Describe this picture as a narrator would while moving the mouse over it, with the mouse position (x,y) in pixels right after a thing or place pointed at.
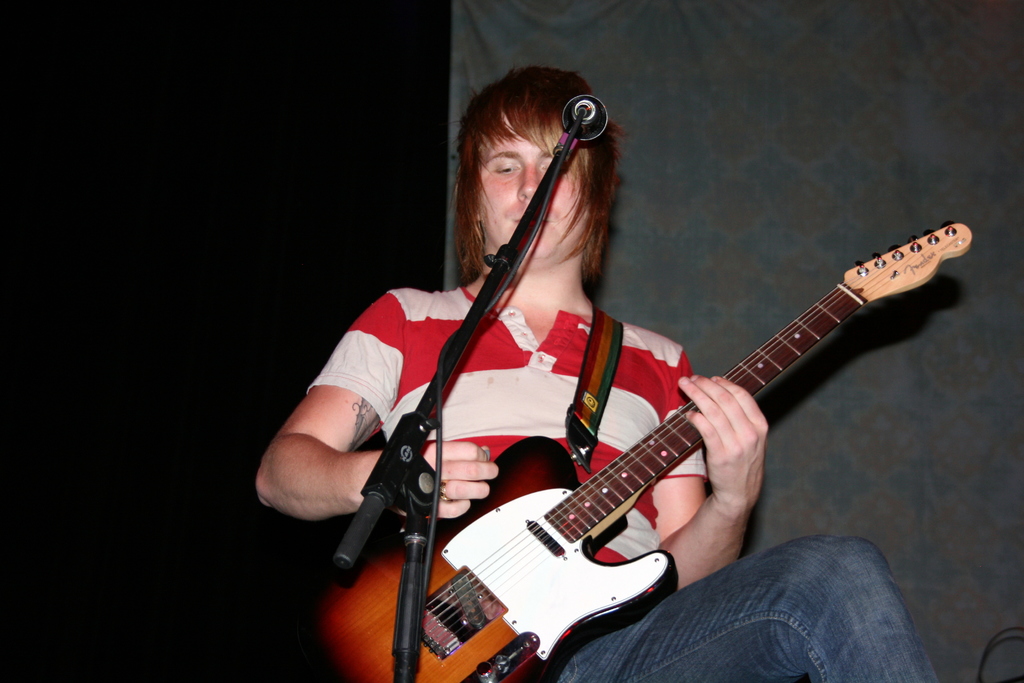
In this image a person (625,543) is holding a guitar (683,415). I think he is playing the guitar (525,579). In front of him there is a microphone (587,119) attached to a stand (408,592). He is wearing a red and white t shirt (385,344) and a jean (788,609). His hair (614,170) color is brown. In the background (938,490) there is a curtain (861,194).
